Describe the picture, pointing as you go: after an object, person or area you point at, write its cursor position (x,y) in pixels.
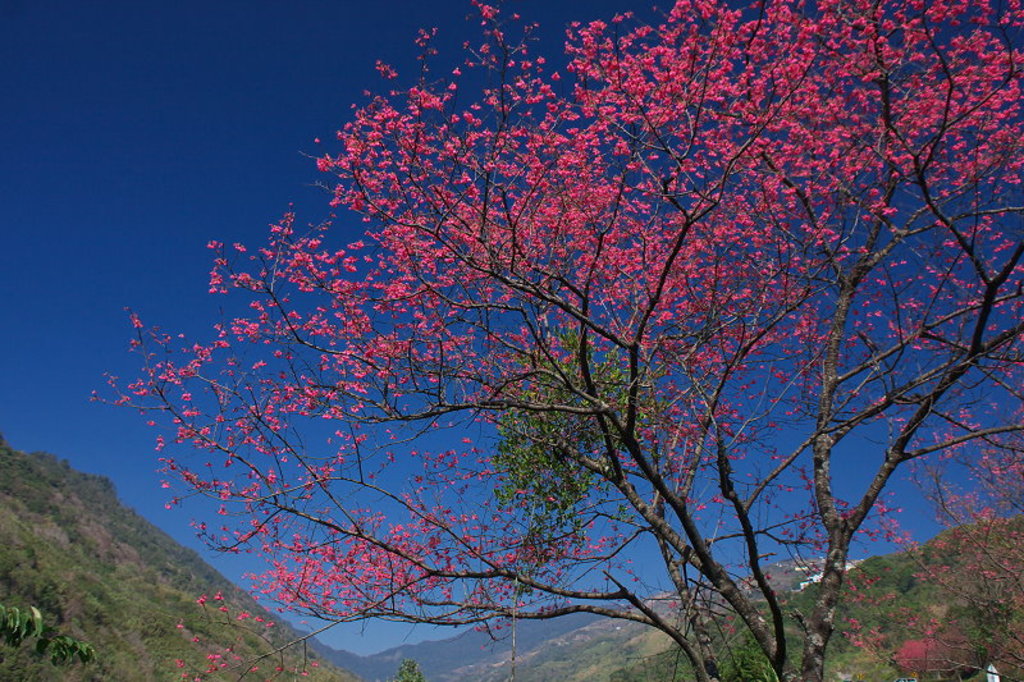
In this picture I can see many mountains (116,630). On the right (898,621) I can see many trees (587,390). In the center (650,278) I can see the pink color leaves (831,111) on the trees (651,260). At the top (384,54) there is a sky (346,46).
